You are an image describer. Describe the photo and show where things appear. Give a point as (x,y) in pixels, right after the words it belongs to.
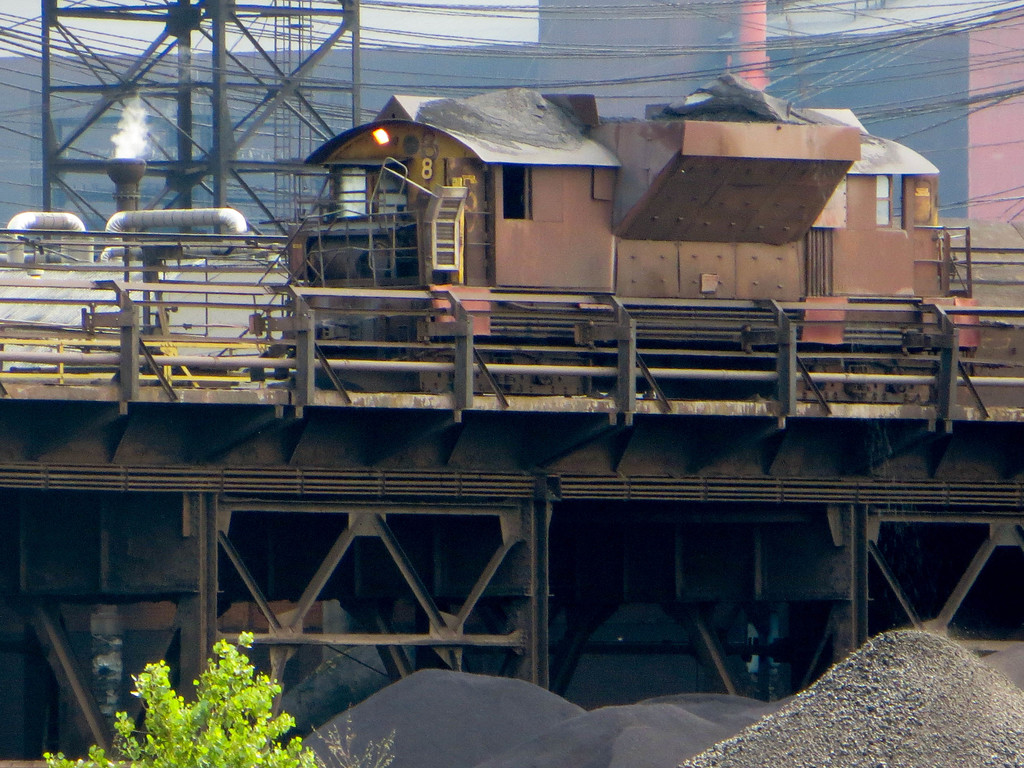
In this image, we can see a train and a bridge (886,403). We can also see some towers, wires (900,36) and a pole (749,14). We can see some stones (1009,720) and a plant (196,742). We can also see a building (344,74). We can see the sky (85,36).
